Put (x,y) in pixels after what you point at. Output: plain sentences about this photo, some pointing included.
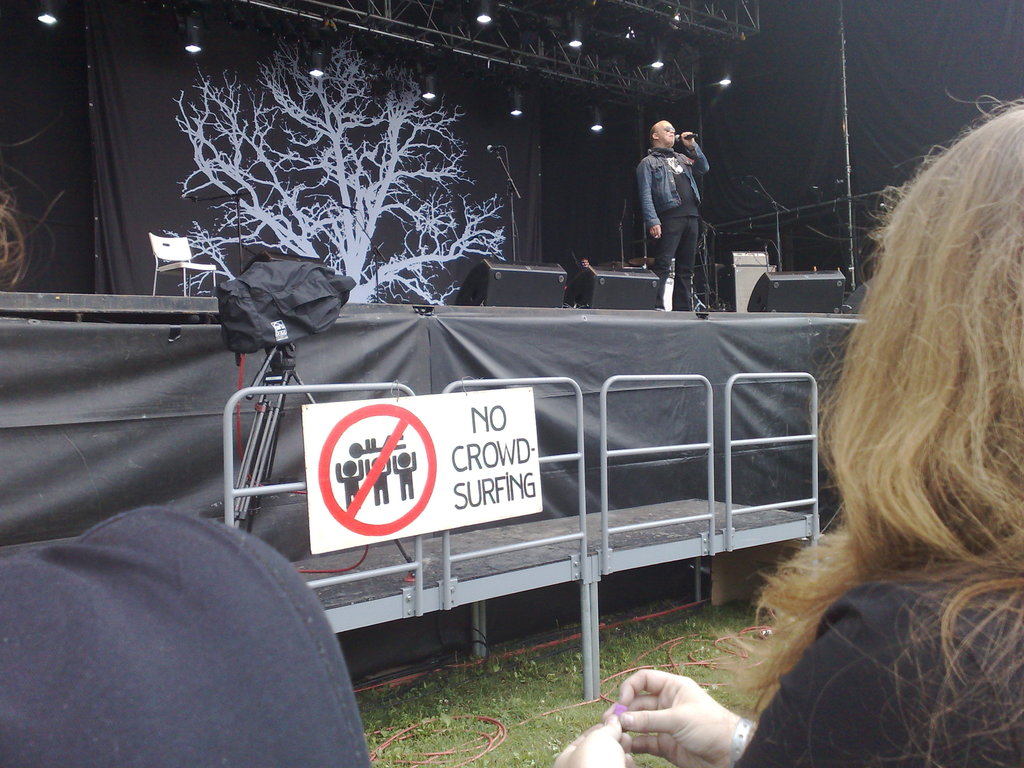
To this fence (582,442) there is a signboard (435,469). A person (683,239) is standing on a stage (692,337) and holding a mic (687,136). On this stage (736,317) there is a chair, speakers (601,280), focusing lights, banner (255,119), mic (490,144) with stand (503,163) and things (767,270). Beside this fence (710,458) there is a camera stand (279,353). Front of the image we can see people (927,492), grass (485,680) and cables (384,745).
